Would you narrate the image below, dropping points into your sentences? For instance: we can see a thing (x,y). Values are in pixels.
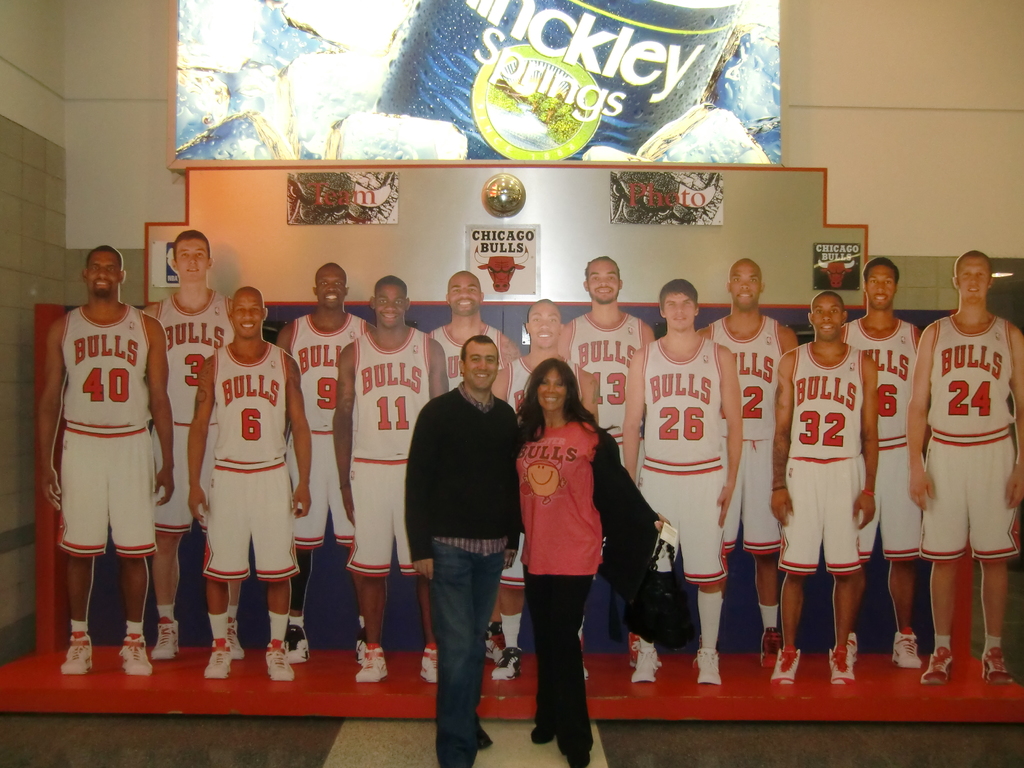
In this image I can see a person (470,477) wearing black and blue colored dress (466,508) and woman (549,554) wearing pink and black colored dress (565,533) are standing and I can see the woman (575,501) is holding a black colored bag (677,605). I can see a huge banner (243,380) behind them in which I can see number of persons (211,425) are wearing white and red color jersey (371,382) are standing. In the background (103,79) I can see the cream colored wall (120,132) and a huge board (463,127) attached to the wall (97,68).
